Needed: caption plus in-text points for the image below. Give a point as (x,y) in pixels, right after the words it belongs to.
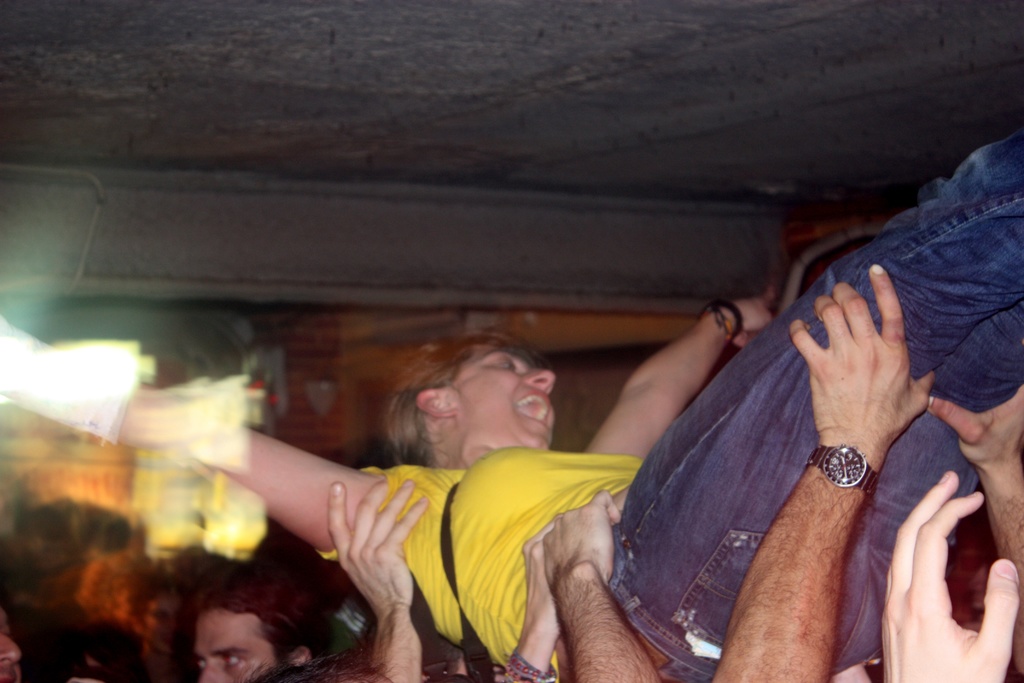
In the image we can see there are many people (205,617) and they are catching a person (553,504) who is wearing yellow color t-shirt (515,490) and blue color pant (693,517).
